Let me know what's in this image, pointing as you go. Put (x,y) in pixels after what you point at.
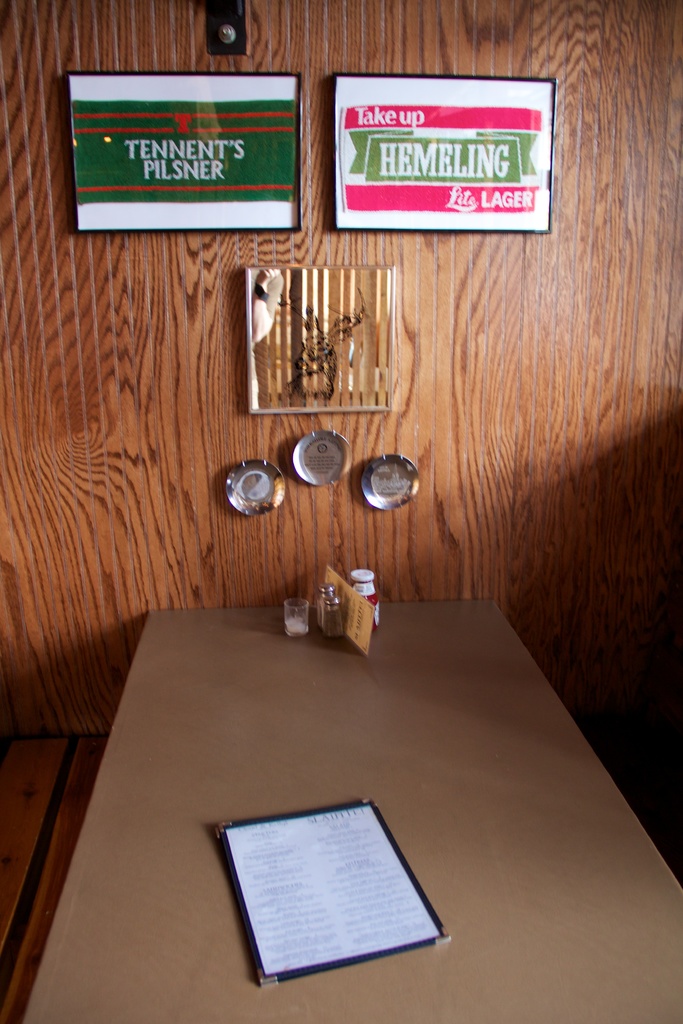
This looks like a table (150,825). I can see a frame (363,816), bottles (329,621), card (349,612) and few other things (305,610) are placed on the table (422,795). These are the photo frames (371,330) and plates (305,466), which are attached to the wooden wall (521,305). This looks like a bench (45,806).
